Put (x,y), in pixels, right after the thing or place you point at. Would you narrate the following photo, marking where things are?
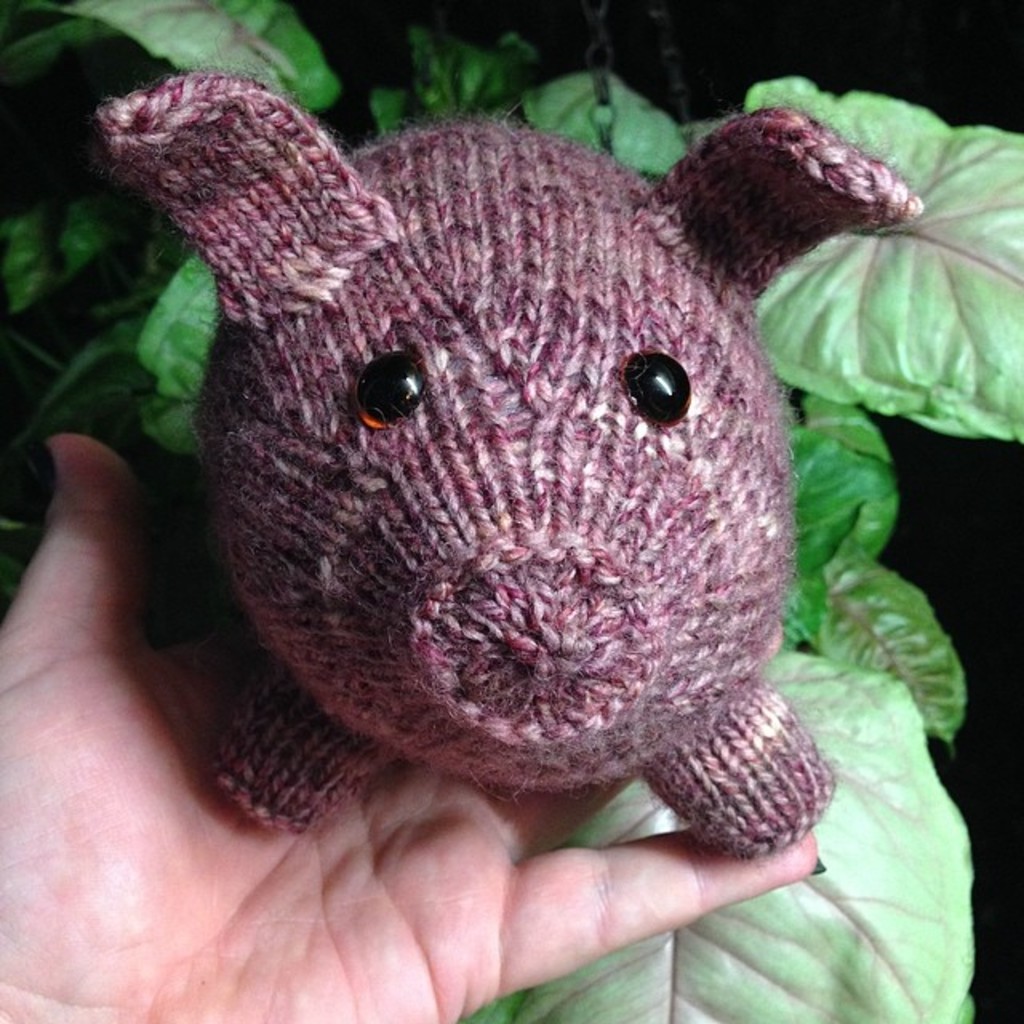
In this image there is a pig doll (371,526) made with wool (447,576) in a person's hand (41,958), behind the doll (330,566) there are leaves (666,156).
